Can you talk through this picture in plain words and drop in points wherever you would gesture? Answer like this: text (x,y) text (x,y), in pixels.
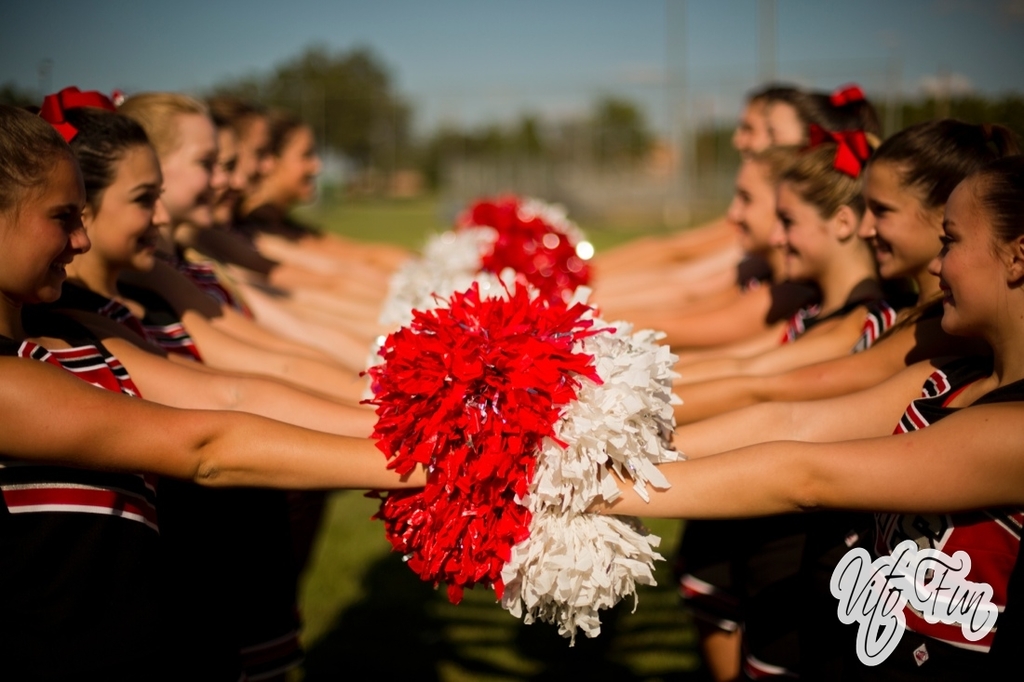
In this image we can see some people (808,410) standing and holding some objects (420,551) in their hands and there are some trees (369,74) and in the background (354,87), the image is blurred.
